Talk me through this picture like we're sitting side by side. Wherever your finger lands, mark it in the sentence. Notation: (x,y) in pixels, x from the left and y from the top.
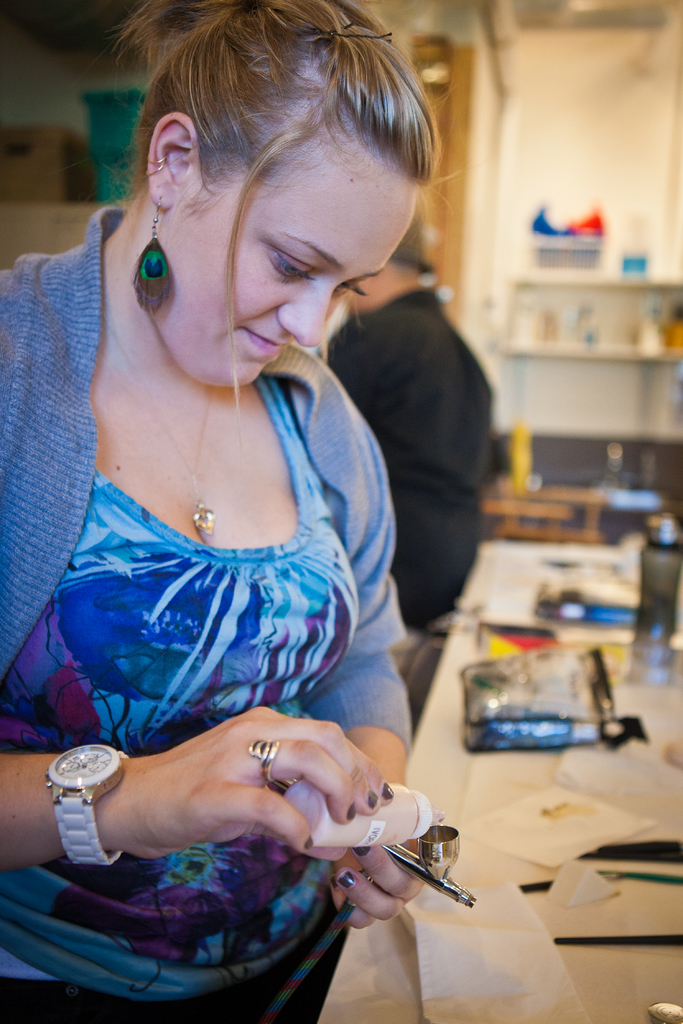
In the picture we can see a woman (49,884) standing near the desk (396,926) and she is holding some bottle (403,826) and pouring something into the other bowl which is in other hands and she is wearing a blue dress (104,715) and on the desk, we can see some things (424,927) like papers (437,923) and near the desk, we can another person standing with a black shirt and in the background (520,361) we can see a wall (668,147) with some racks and some things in it.
